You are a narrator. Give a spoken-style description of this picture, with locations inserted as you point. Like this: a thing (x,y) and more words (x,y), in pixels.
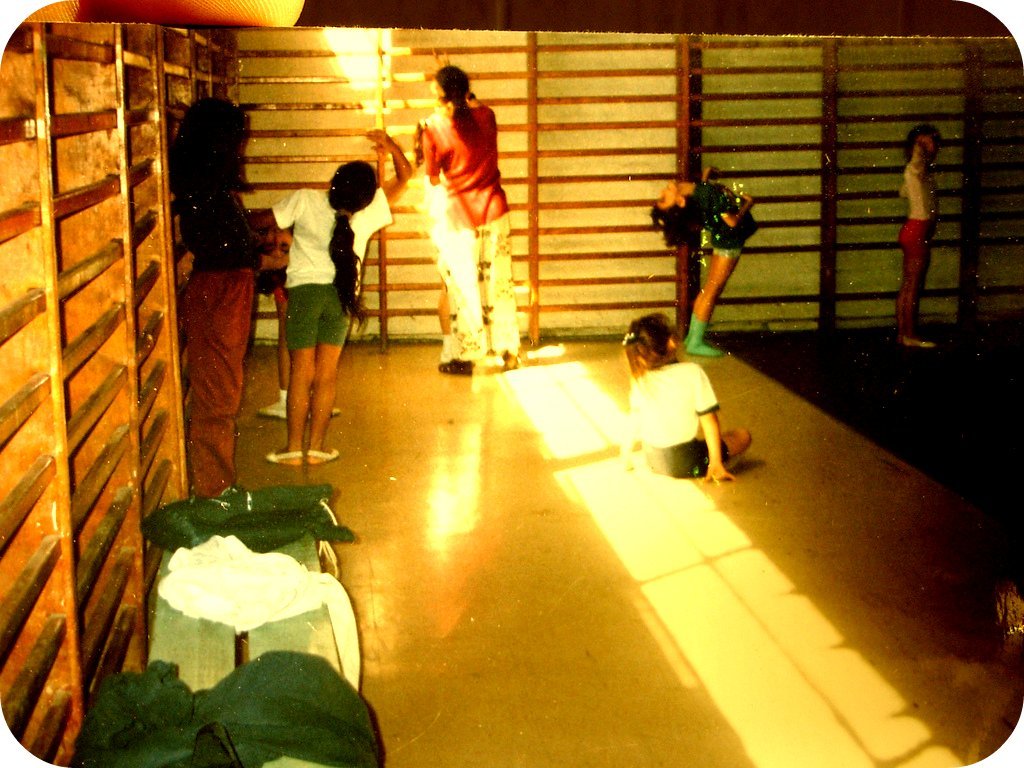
In this picture I can see a few people (199,301) standing on the surface (512,544). I can see the wooden grill fence (114,318).
